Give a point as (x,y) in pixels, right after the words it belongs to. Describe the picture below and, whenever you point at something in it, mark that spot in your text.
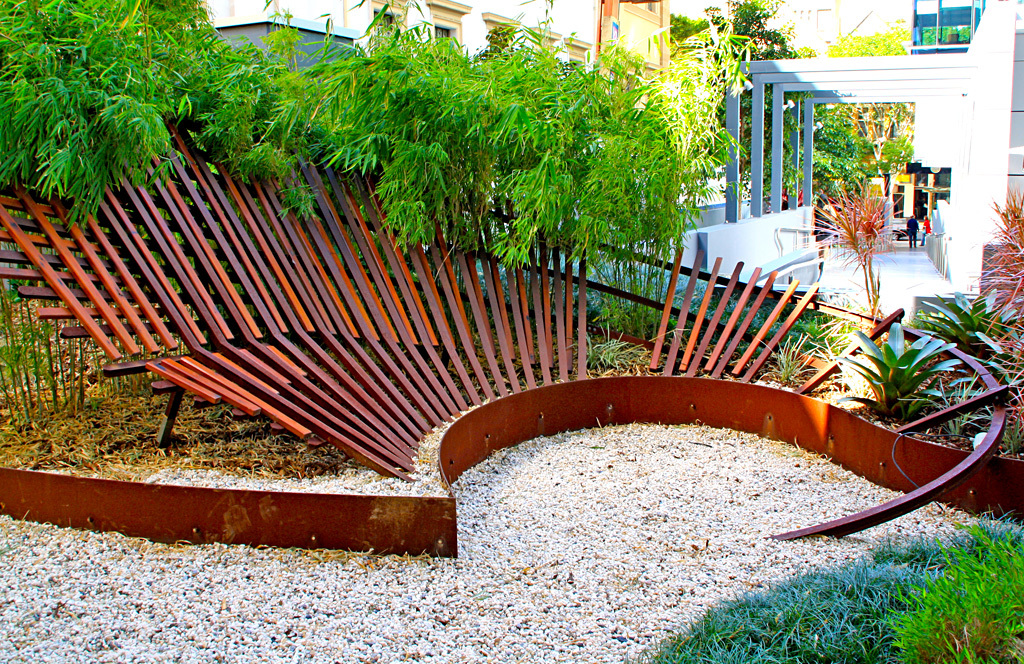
In this picture there is a brown color metal frame (426,321) on the ground (280,443). Behind there are some green plants (553,132). Behind there is a metal frame (774,113) and lobby (842,268) and in the background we can see the yellow color building (642,32).
